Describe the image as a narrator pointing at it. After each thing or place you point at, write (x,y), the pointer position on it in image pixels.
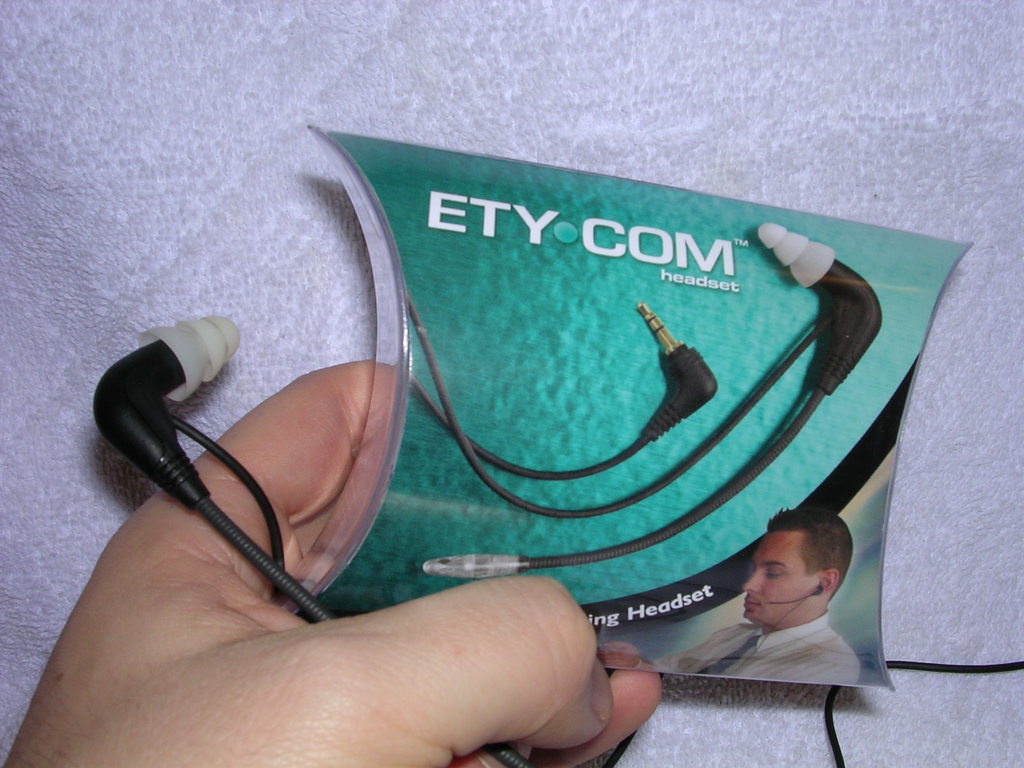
In this image, I can see a person's hand (277,630) holding a headset (238,469) and a cover (610,552). I can see the picture of a person (793,624), headsets (734,482) and letters (623,235) on the cover (758,587). In the background (186,149), I think this is the cloth (818,153).
